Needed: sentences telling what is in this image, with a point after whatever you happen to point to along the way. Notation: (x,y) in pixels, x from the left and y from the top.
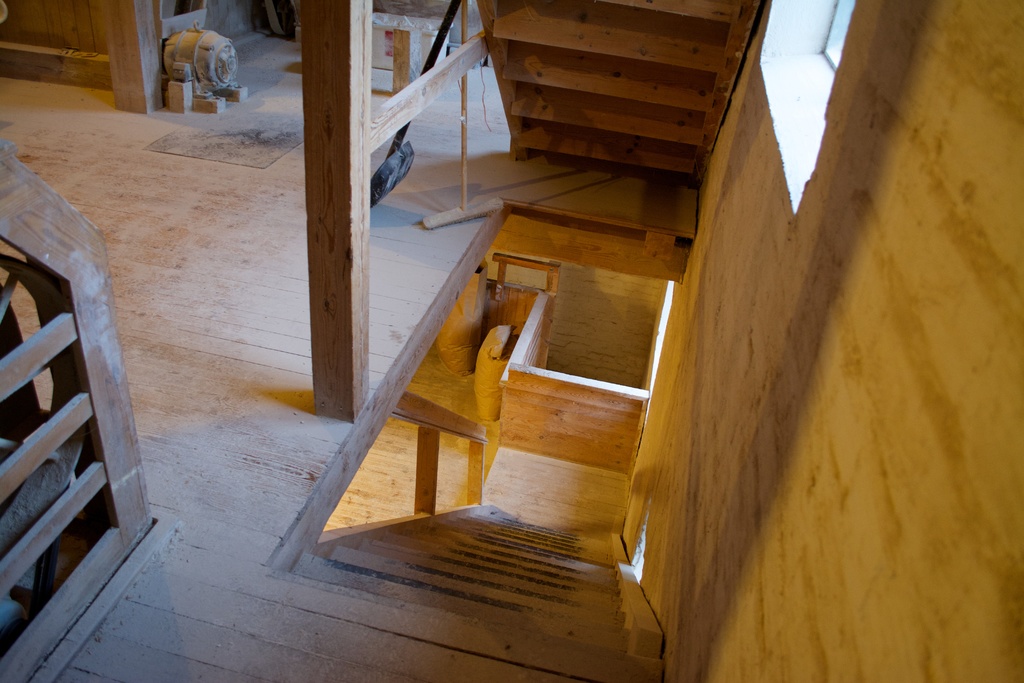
In this image I can see it is an inside part of a wooden house (452,409), this is the staircase (541,578).
